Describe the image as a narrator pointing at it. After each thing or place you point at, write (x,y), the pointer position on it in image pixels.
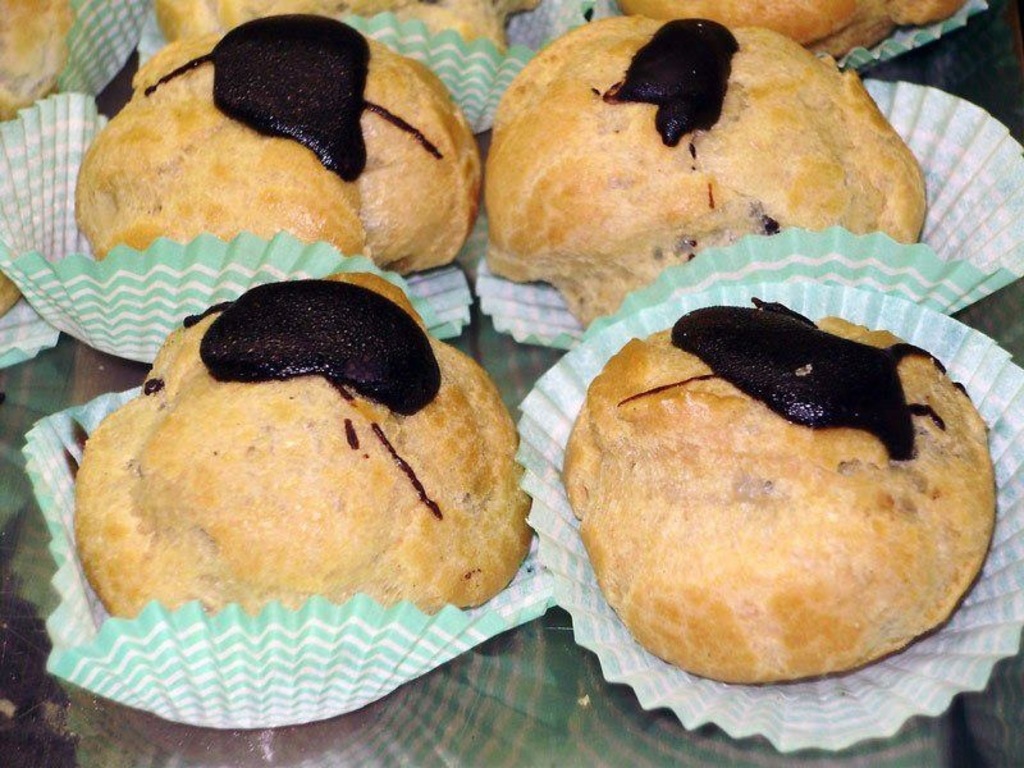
In this image, we can see snacks (228,360) placed on the table (548,679).
